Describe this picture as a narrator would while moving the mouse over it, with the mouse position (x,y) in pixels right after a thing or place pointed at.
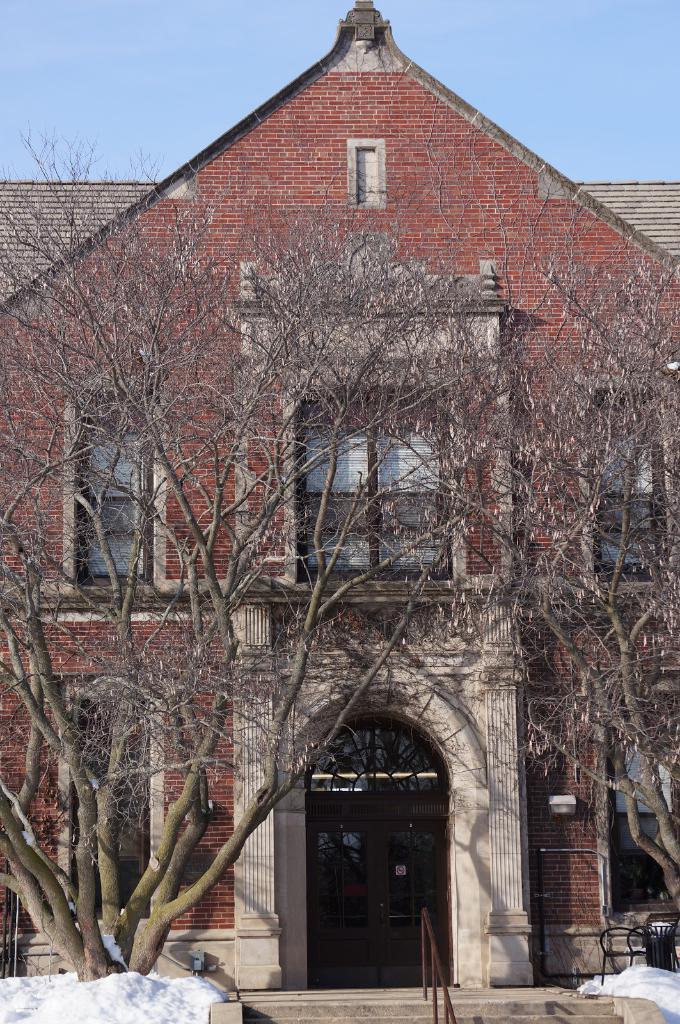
In this image we can see a building (431,788), railing (421,924), chairs (624,954), snow (141,1003) on the ground (562,992), trees (278,507) and sky (559,118).
